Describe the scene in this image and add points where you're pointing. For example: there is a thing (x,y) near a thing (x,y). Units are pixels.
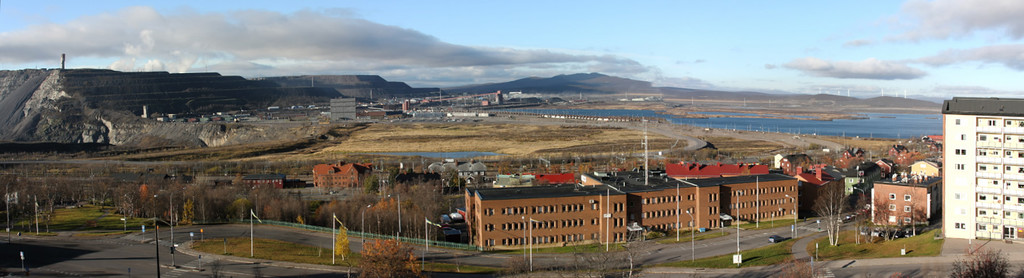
In this image I can see the vehicles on the road (730,248). On both sides of the road (735,245) I can see the many poles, trees (632,275) and the buildings (602,214) with windows (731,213). In the background (343,169) I can see the water (718,128), few more buildings (441,110) and mountains (212,99). I can also see the clouds (464,57) and the sky (598,49) in the back (565,39).
